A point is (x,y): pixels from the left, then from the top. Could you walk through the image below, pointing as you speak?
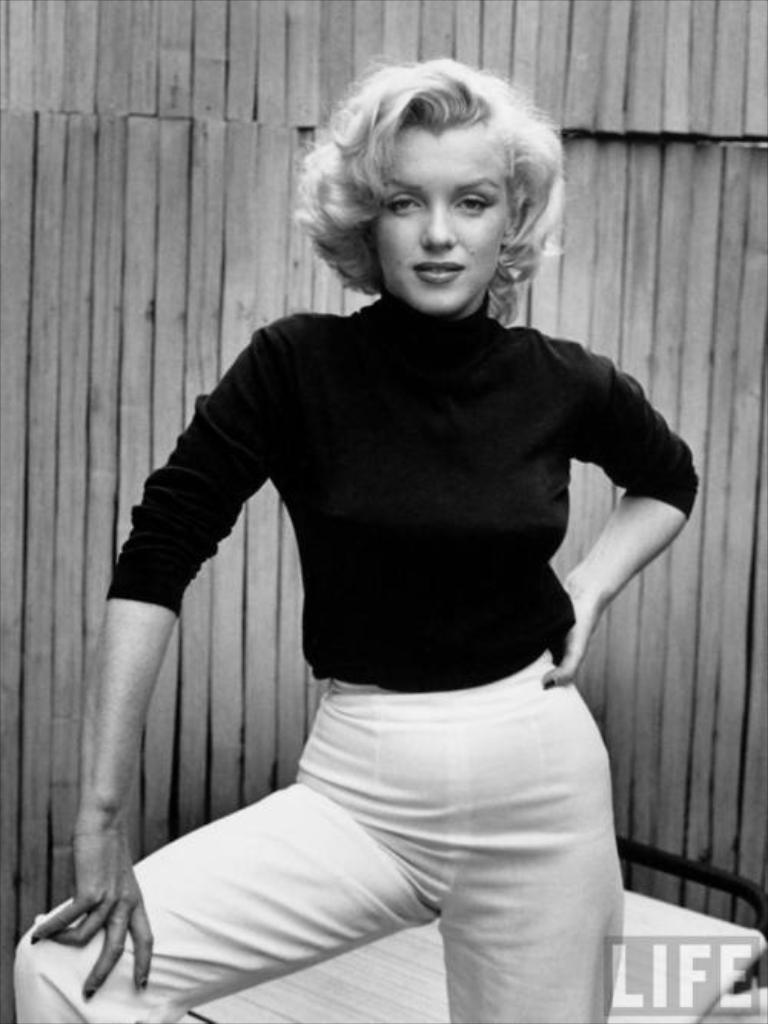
This is black and white image in this image there is a woman (478,773), in the background (355,12) there is a wooden wall (680,664), in the bottom right (668,949) there is text (621,993).
